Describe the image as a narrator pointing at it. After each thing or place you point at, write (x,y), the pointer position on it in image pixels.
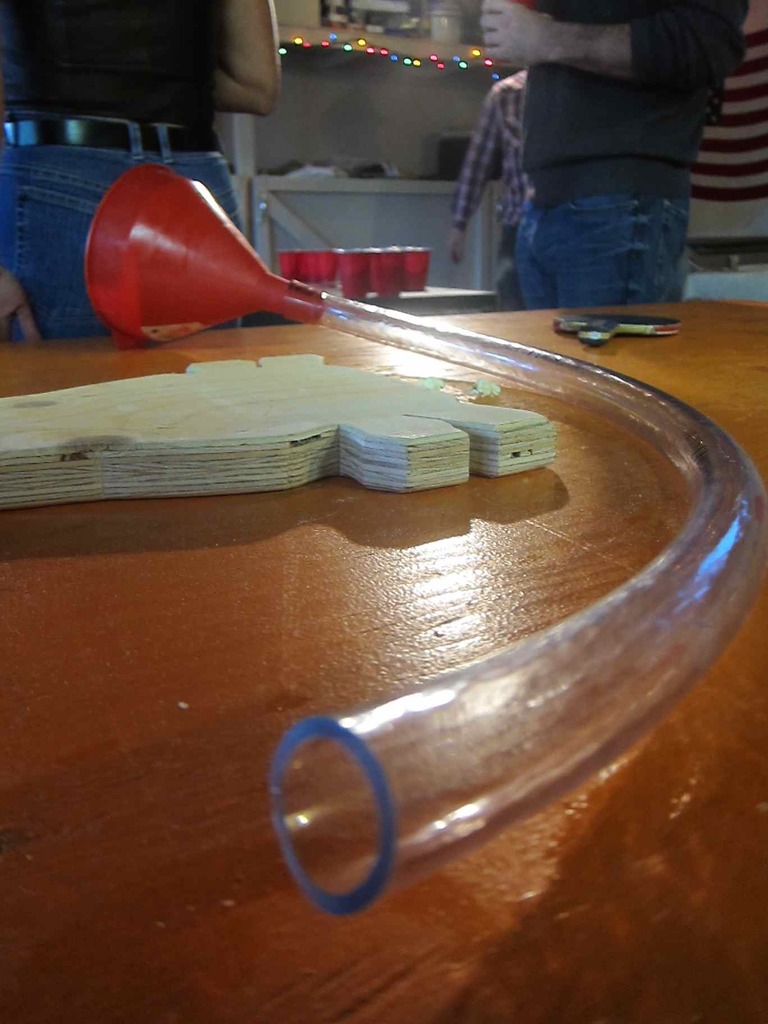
There is a pipe (664,399) connected to the funnel (200,319) placed on the table (60,598). On the left (225,3) there is a person (238,8) standing. On the right (512,284) are two people (537,278). There are glasses (405,268) on the table (402,295). In the background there are lights (283,52).
